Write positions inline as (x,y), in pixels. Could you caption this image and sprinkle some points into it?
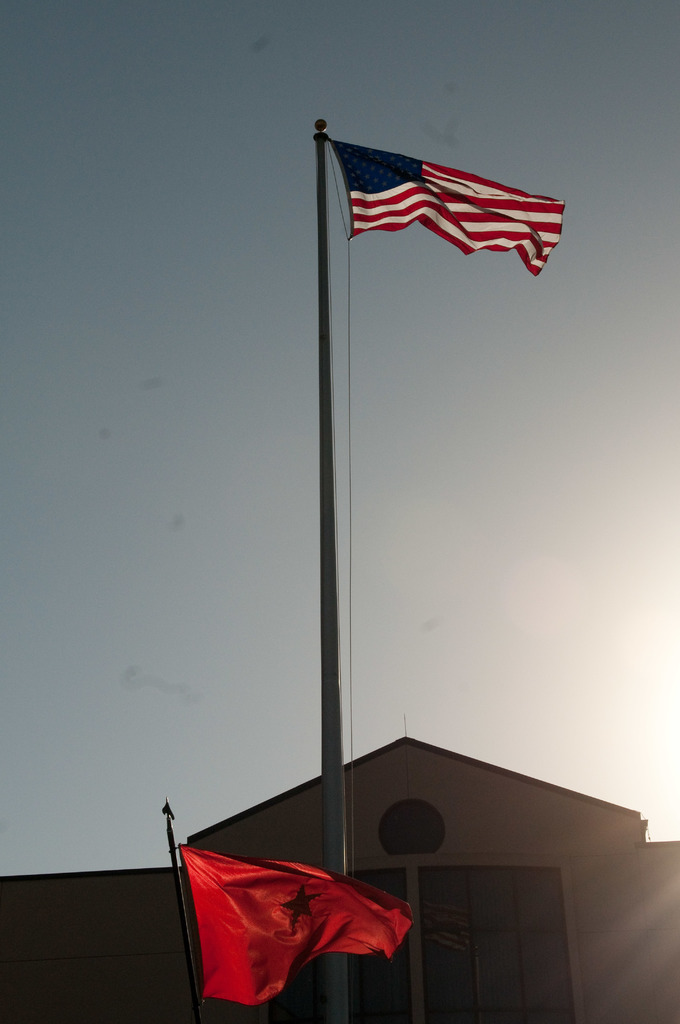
In this image we can see a building (377,871). Also there are flags (296,938) with poles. In the background (312,347) there is sky (465,461).
